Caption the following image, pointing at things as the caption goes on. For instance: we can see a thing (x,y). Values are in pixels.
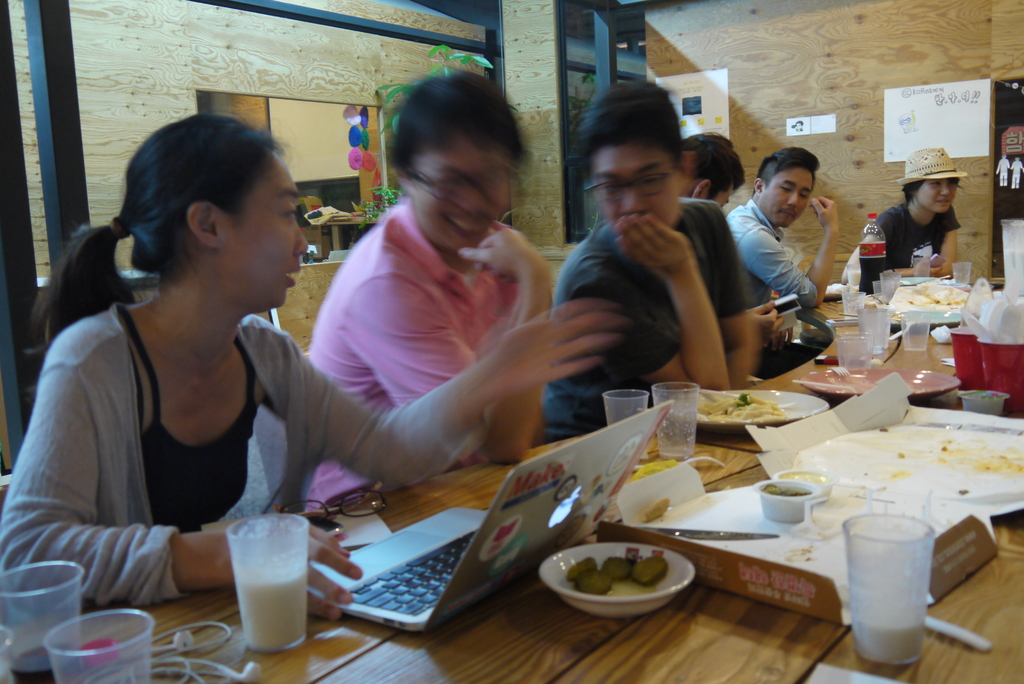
Here we can see a group of people (423,282) are sitting on the chair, and in front (600,451) here is the table (780,383) and laptop (607,435) on it and some objects (836,427) on it, and here is the wall (806,141).
